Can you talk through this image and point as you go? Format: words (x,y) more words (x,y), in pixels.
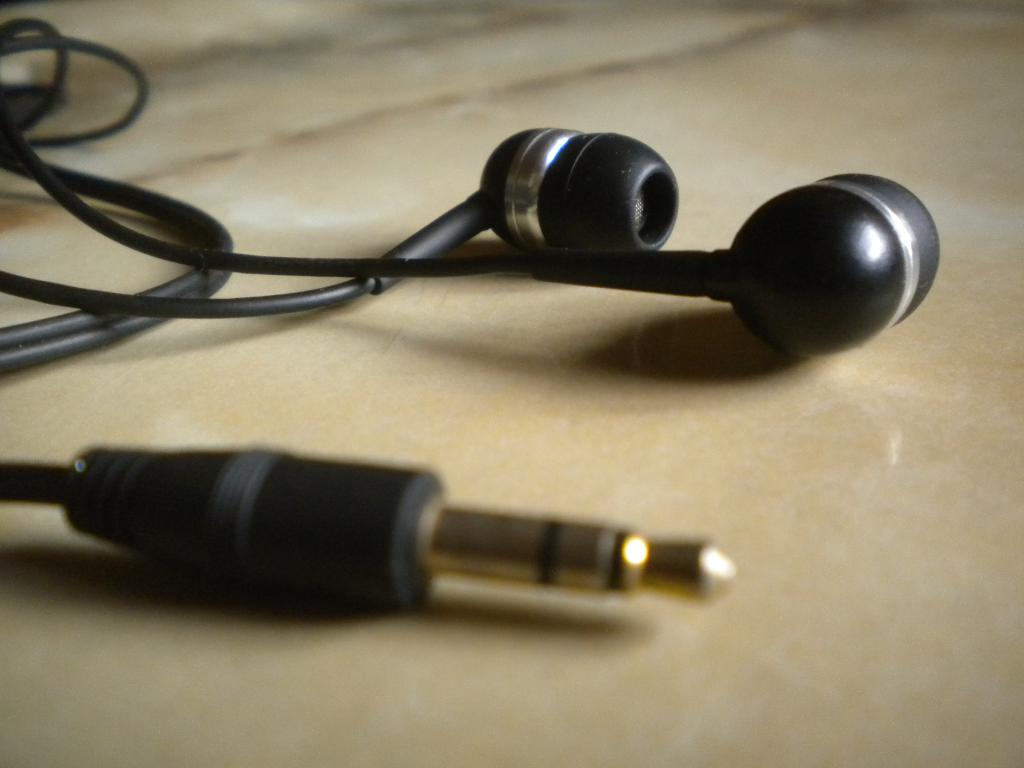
In this picture we can see wired earphones (166,247) in the front (109,240), at the bottom (848,526) it looks like floor (812,423).
